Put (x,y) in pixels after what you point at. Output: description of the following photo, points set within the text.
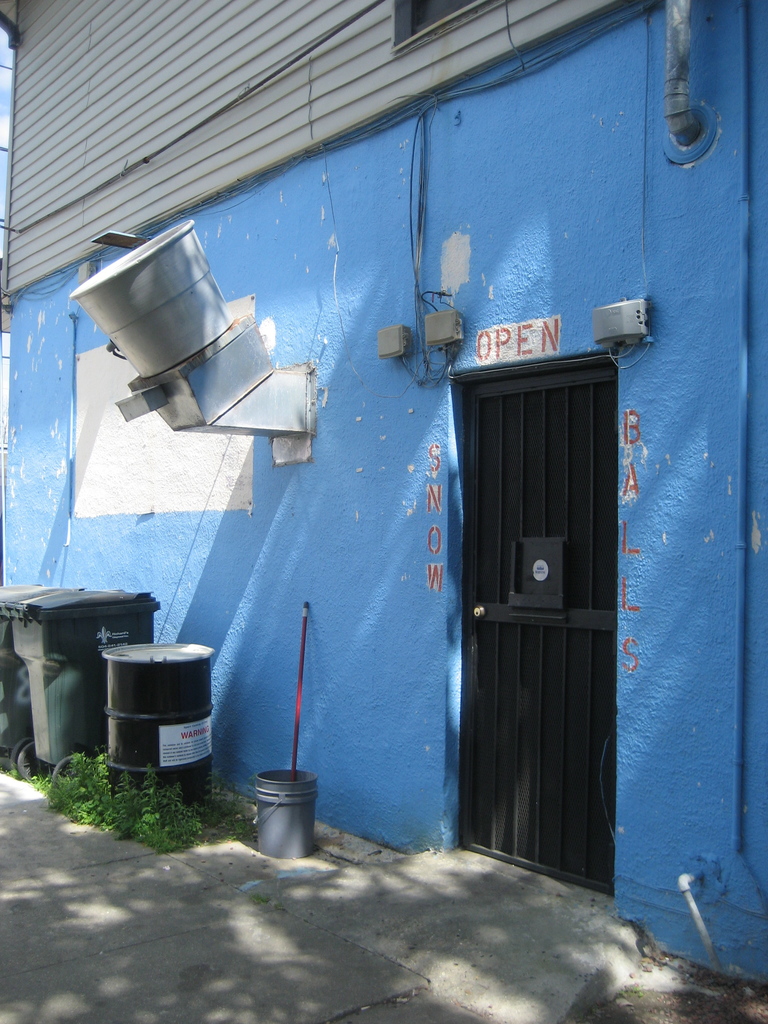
In this image in the center (444,520) there is one house (284,685) and a door (538,501), on the left side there are some drums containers (161,727) and one bucket (299,773) and stick (302,648) and in the center (277,422) there is one machine (175,334). At the bottom (165,870) there is a walkway (259,906) and some grass (197,831).
